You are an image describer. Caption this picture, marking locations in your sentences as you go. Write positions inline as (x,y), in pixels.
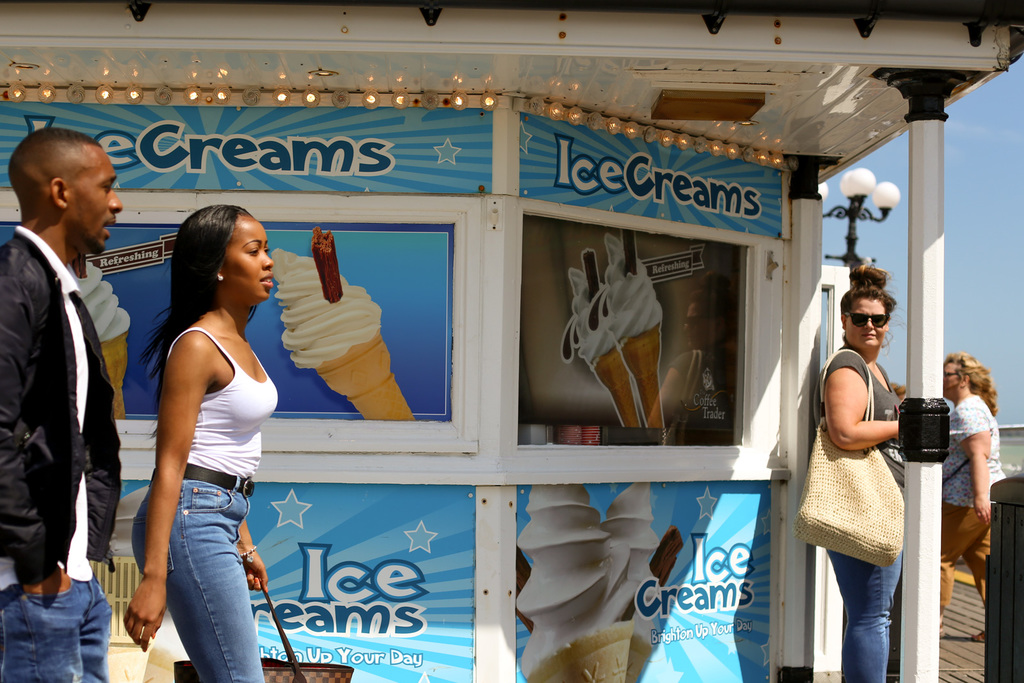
To the left side of the image (50,410) we can see one man (50,410) and woman (204,403). Man (63,397) is wearing black color jacket (48,508) with jeans (64,656) and woman (199,446) is wearing white top (203,450) with jeans (223,620) and holding brown bag (280,667). Right side of the image (875,426) two women (890,464) are there. In the middle of the image (418,273) posters (417,310) are pasted to the wall (500,143) and one pillar (933,308) is there.
